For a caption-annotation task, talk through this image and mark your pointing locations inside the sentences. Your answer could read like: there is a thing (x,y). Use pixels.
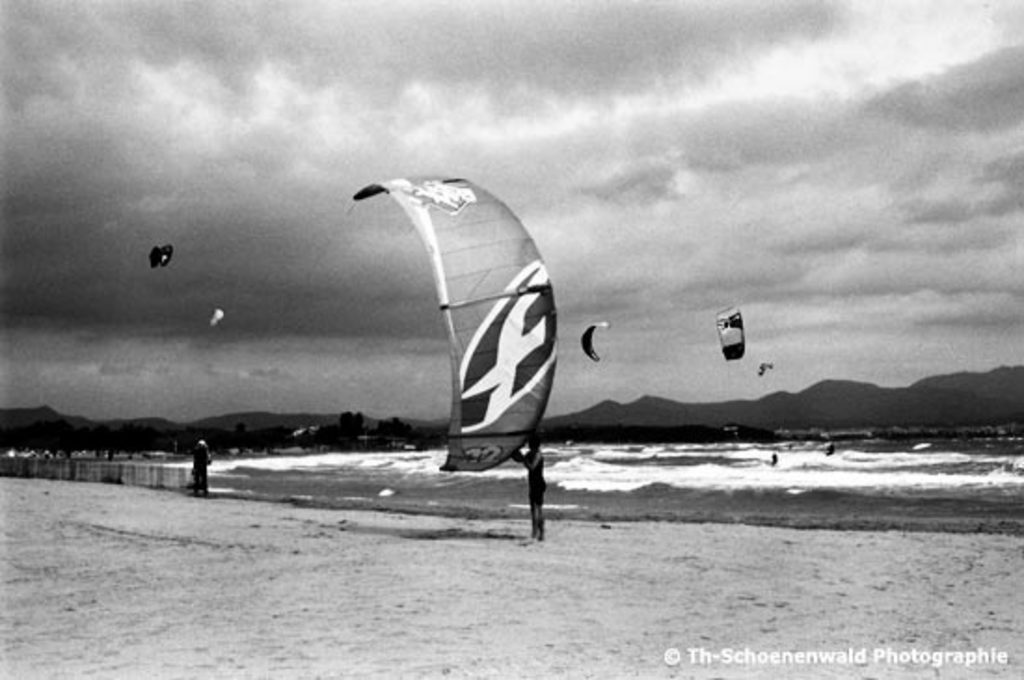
This is a black and white image. On the bottom right (877,655), there is a watermark (877,655). In the middle of this image (439,261), there is a person (540,455), standing on a sand surface (545,548) and holding a parachute (500,435). On the left side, there is a person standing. In the background (379,398), there are parachutes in the air (291,294), there are persons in the water (885,477) of the ocean (788,460), there are trees (44,427), mountains (1002,391) and there are clouds (543,204) in the sky (420,65).
